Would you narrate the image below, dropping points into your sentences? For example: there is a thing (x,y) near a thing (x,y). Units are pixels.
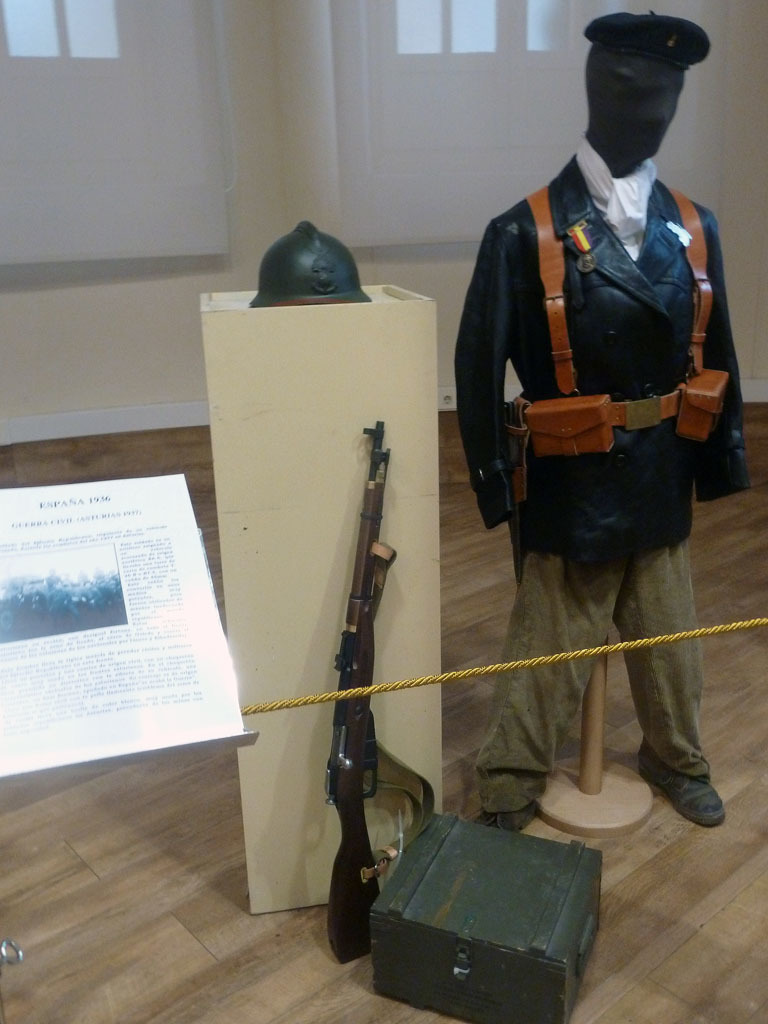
In this image we can see a mannequin (596,388) with uniform (610,351), there is a helmet (325,295) on the stand (331,610), a gun (370,608) and a box (527,930) on the floor (106,912), there is a board (107,597) with text (99,645) and image (40,601) and there is a wall (116,423) with windows (487,63) in the background (244,195).
